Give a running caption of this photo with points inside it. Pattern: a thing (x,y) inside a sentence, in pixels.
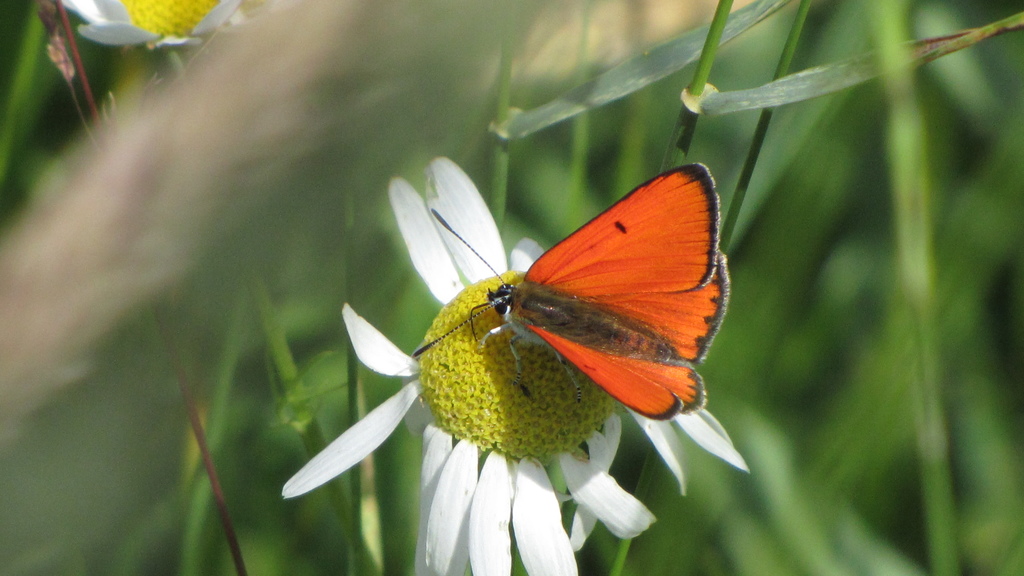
In this image I can see the flowers (472,417) to the plants (8,135). I can see these flowers (458,417) are in yellow and white color. There is a butterfly (536,288) on one of the flower (485,413).
